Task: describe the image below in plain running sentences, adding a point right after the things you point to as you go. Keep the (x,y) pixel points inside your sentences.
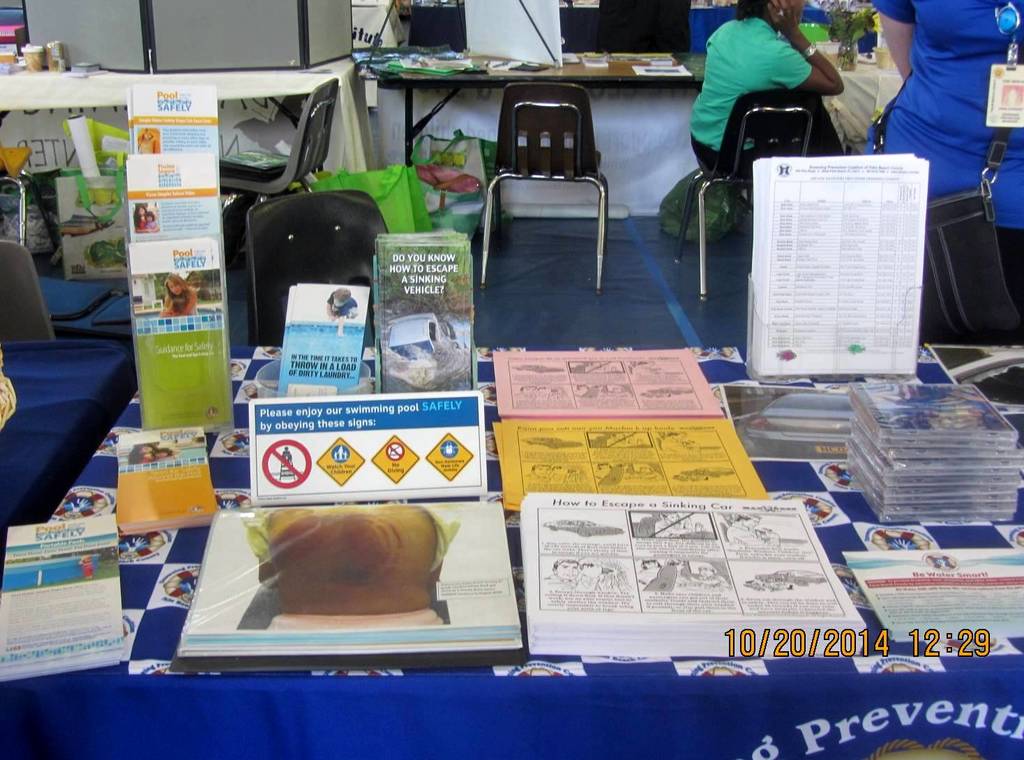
Here we can see set of books (188,616) and pamphlets (954,563) placed on table (492,475) and we can see chairs (758,148) present and we can see people (779,59) sitting on it and people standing near the table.
